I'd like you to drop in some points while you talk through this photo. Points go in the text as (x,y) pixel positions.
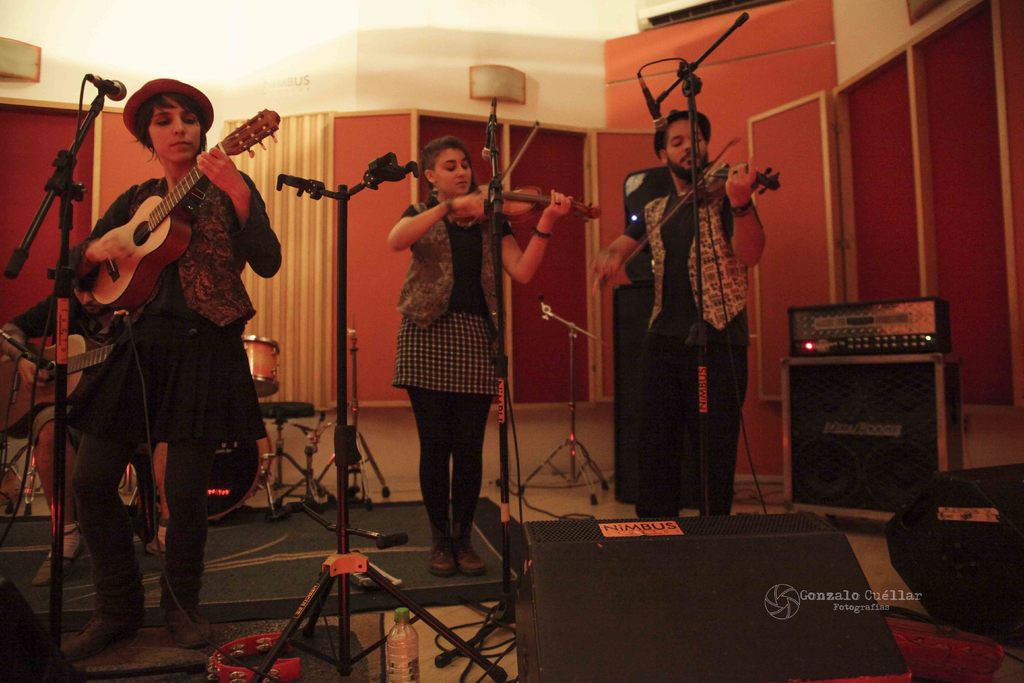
The image is taken in the room (295,566). In the center of the image (440,235) there are three people (186,208) standing. On the left (259,437) there is a lady (218,317) playing a guitar (135,262). In the center (493,333) there are two people (455,390) playing violin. There are mics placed before them. In the background (888,376) there are speakers (629,600), curtains (325,205) and wall (401,184).
